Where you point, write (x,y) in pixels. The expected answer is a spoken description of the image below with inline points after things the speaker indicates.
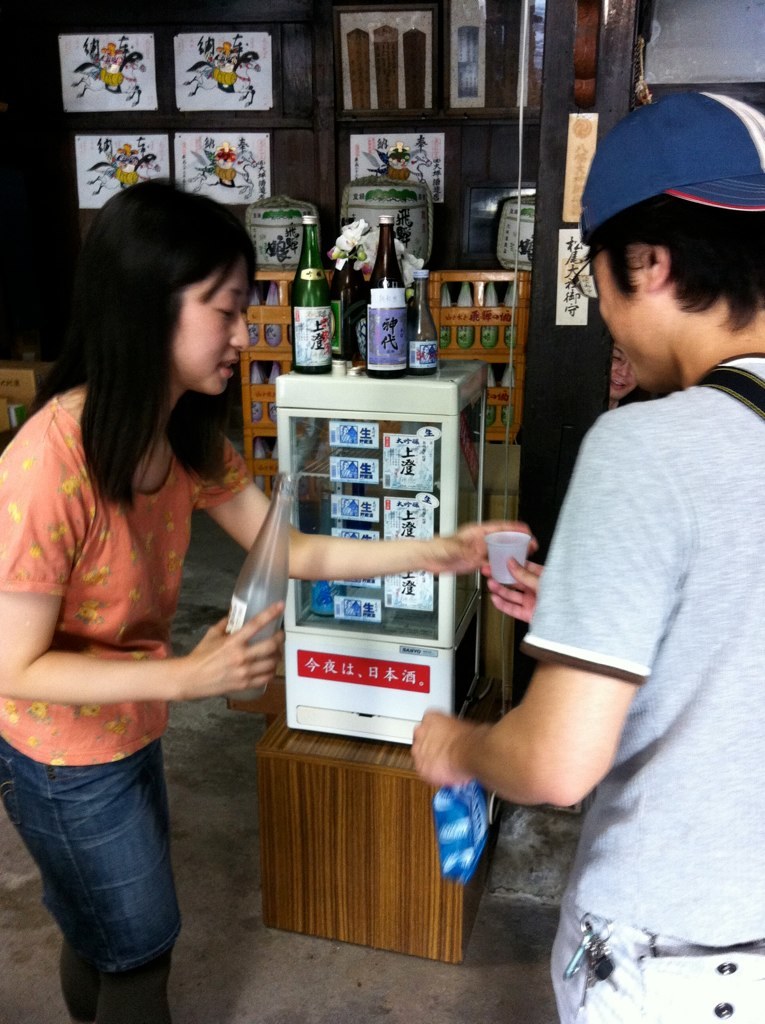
In this image, we can see a woman (114,749) and man (678,905) are holding few objects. Background (527,437) we can see some boxes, wooden objects (414,941), bottles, posters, person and wall (705,52). At the bottom (274,975), there is a floor (375,980).
